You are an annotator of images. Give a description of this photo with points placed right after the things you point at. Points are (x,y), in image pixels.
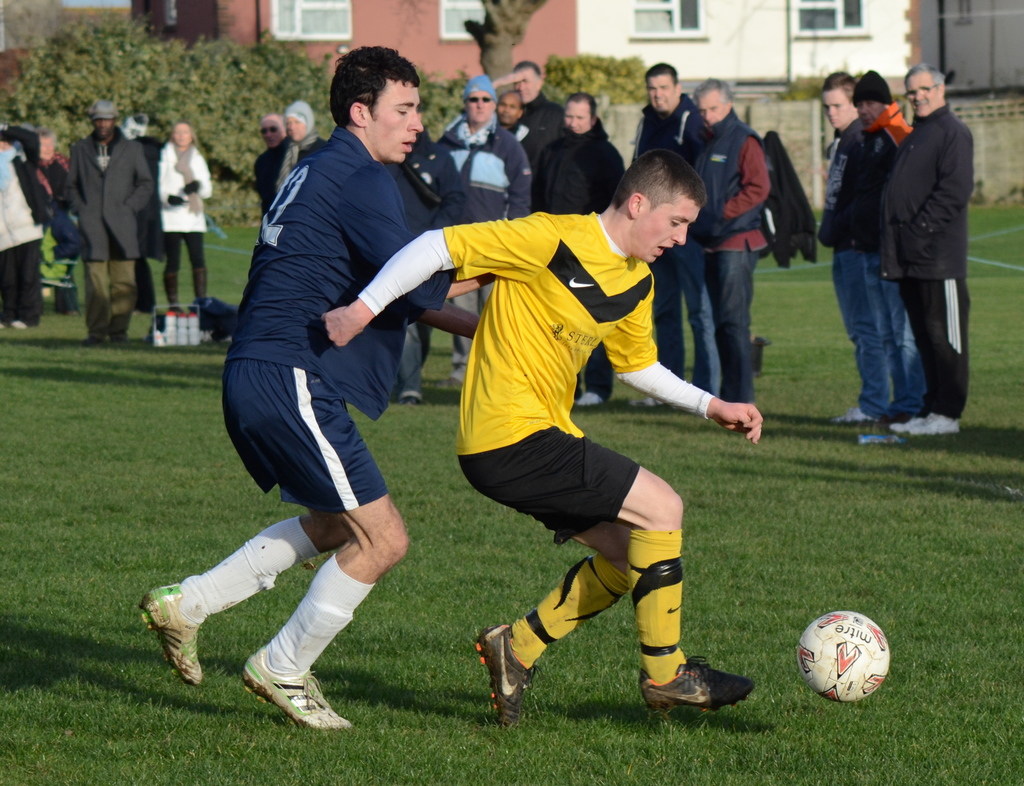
In this picture two guys (318,361) are playing football (815,645), one of the guy (306,348) is blue color dress (343,363) and the other is in yellow color. In the background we observe few people (907,162) spectating these guys (551,375) and there are two buildings (249,28) in the background (759,14).
